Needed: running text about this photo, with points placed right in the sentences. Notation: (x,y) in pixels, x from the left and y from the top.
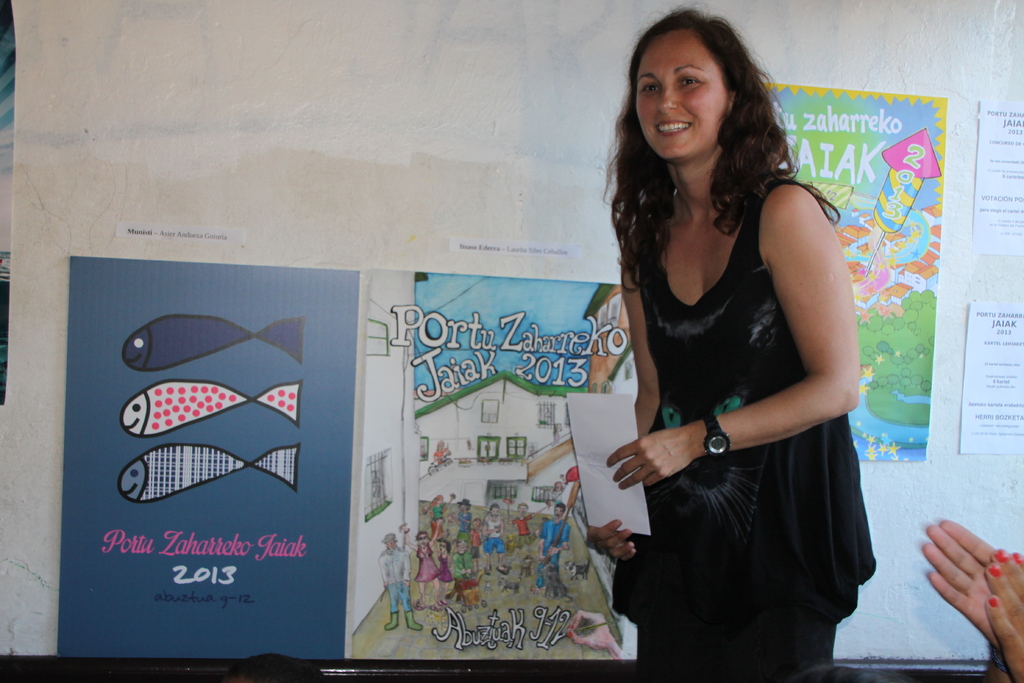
In this image I can see a woman (661,371) holding an envelope (634,487) in her hands (619,478). In the background (542,468) I can see some charts (479,469) with few pictures (360,597) and text (486,337) on it.
